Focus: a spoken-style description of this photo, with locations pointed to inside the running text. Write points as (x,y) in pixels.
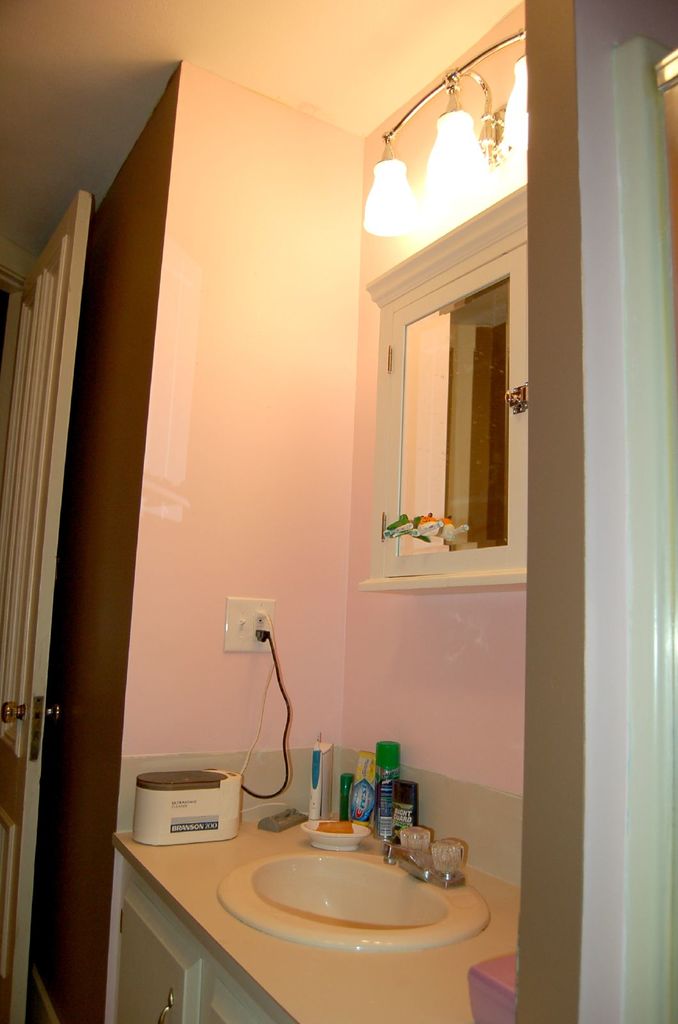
In this image, we can see bottles (382,811), a sink (371,861) and there are some objects (313,777) on the table (202,927). In the background (49,561), there is a door (13,454) and we can see a mirror (454,500) on the wall (436,616). At the top (462,111), there are lights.
